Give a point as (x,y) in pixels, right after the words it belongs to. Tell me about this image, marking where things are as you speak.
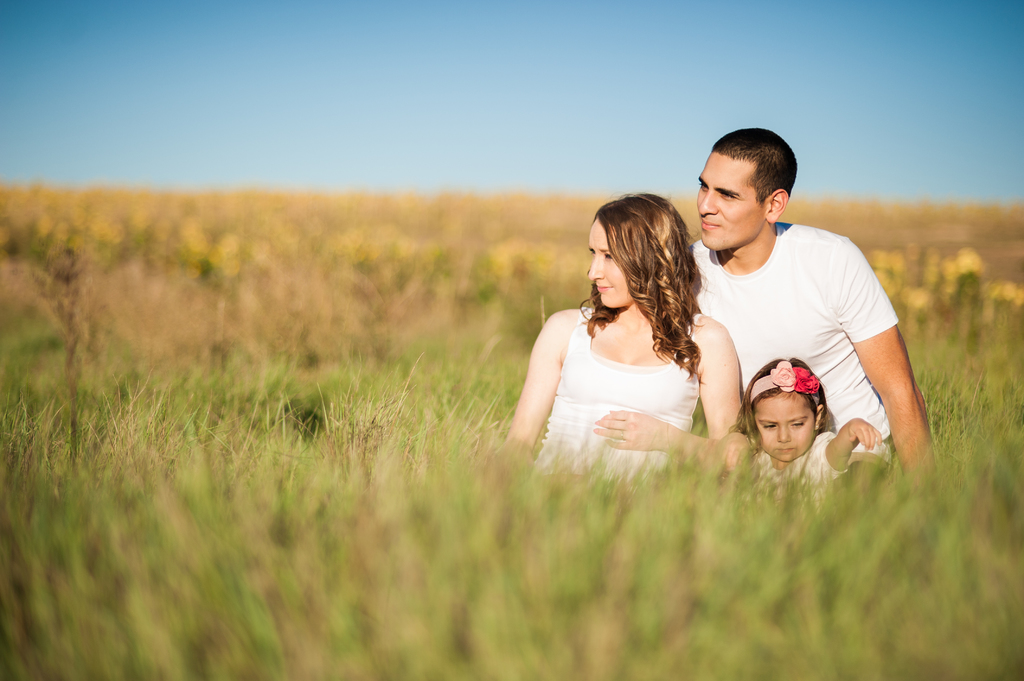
Here we can see a woman (670,351), man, and a kid (854,435) on the ground (791,490). This is grass (456,429). In the background (454,188) we can see sky (769,120).
